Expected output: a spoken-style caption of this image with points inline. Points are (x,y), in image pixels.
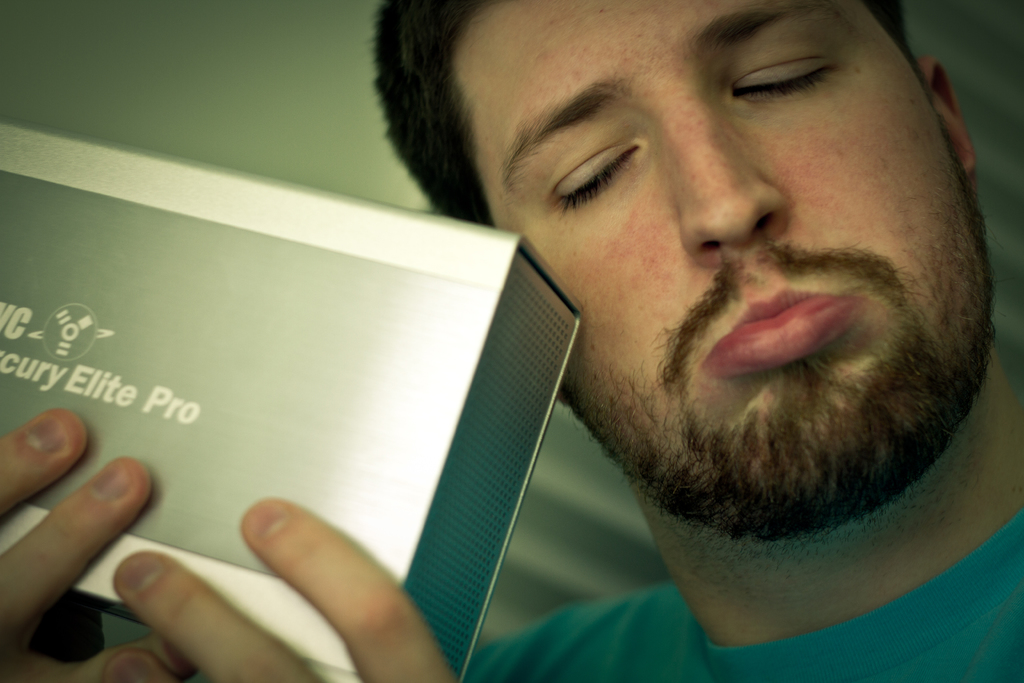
In this picture I can see a man (623,300) holding an object (441,250), and there is blur background (24,58).
